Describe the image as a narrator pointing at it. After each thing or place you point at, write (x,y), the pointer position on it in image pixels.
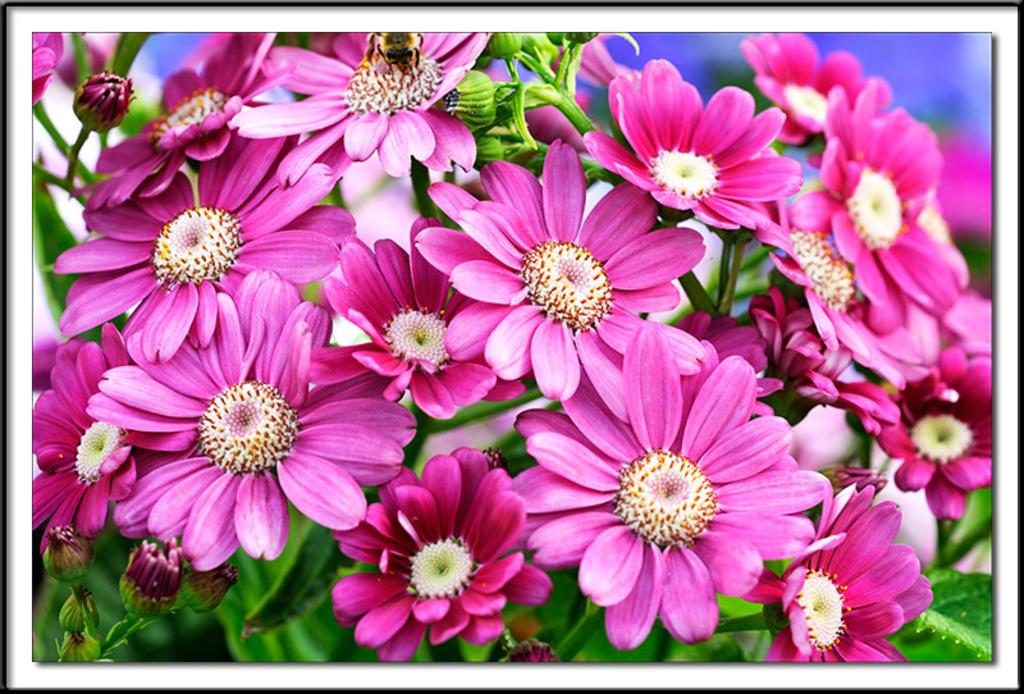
In this image we can see a bunch of flowers (401,432) and some buds (162,607). On the backside (893,93) we can see the sky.
